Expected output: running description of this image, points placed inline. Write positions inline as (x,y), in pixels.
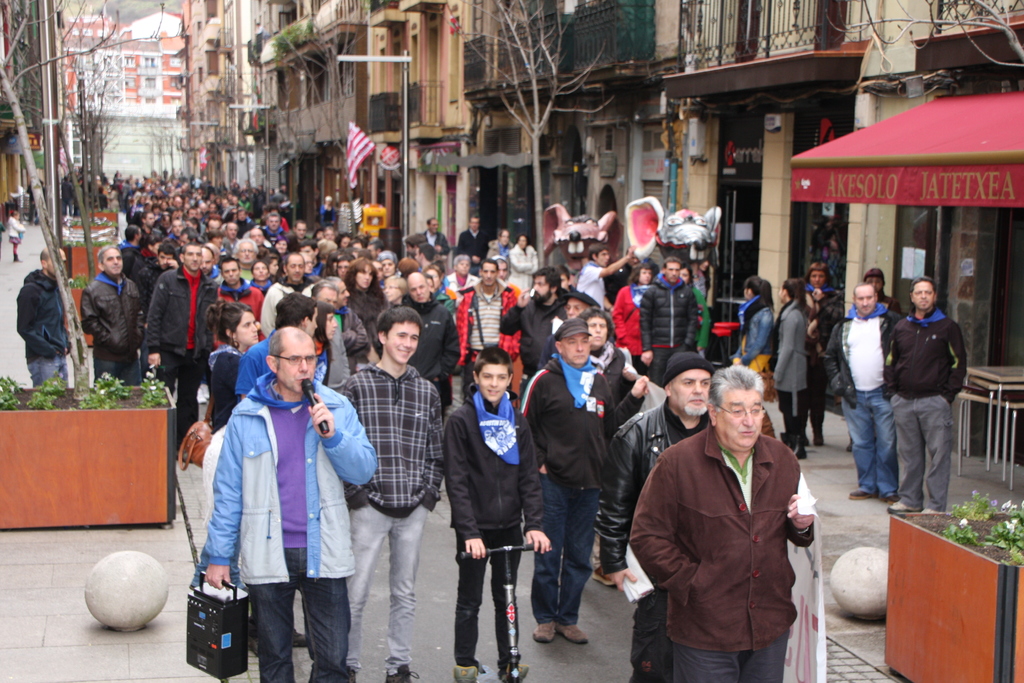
In this image we can see group of people (707,511) standing on the ground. One person (289,492) wearing a coat (256,500) holding a microphone (309,386) in his hand (328,413) and in other hand (210,584) he is holding a speaker (226,620). One boy (508,466) is holding a scooter (509,605). To the right side of the image (990,395) we can see group of chairs (962,423), a red tent (998,168). In the background (1014,257) we can see group of trees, buildings (1014,240) and poles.
